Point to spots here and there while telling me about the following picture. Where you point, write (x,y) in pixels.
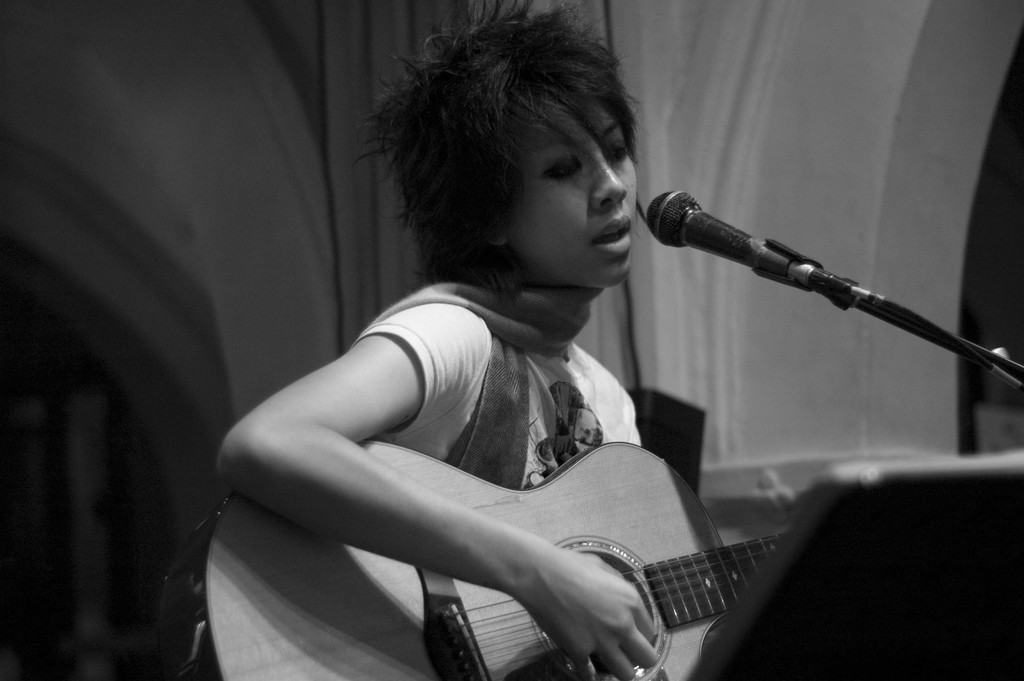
This person (608,229) is standing and playing a guitar (605,560) in-front of a mic (739,260).
